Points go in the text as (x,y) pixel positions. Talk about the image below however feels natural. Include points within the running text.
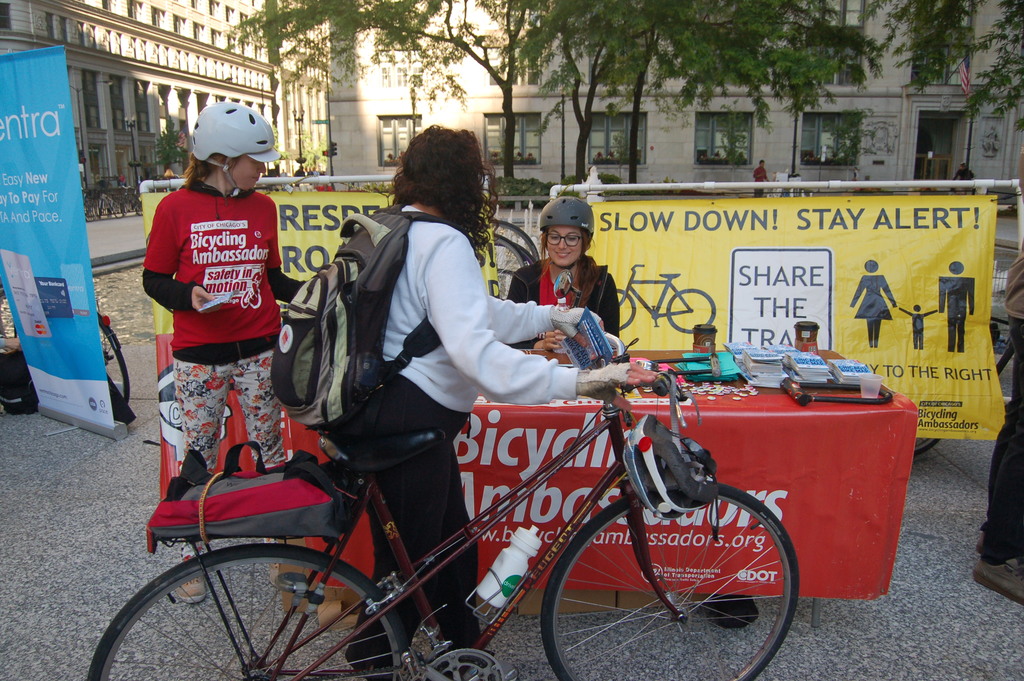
In this image I can see three persons (576,384). The person (471,338) in front (404,300) holding the bicycle (420,435) wearing white shirt (404,317), black pant (414,423). Background (567,240) the other person (556,250) is sitting and the person (529,279) is wearing black jacket (535,296), red color shirt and black helmet (574,221). Background (635,253) I can see banner (634,266) in yellow color, trees (792,108) in green color and a building (413,70) in cream color.
